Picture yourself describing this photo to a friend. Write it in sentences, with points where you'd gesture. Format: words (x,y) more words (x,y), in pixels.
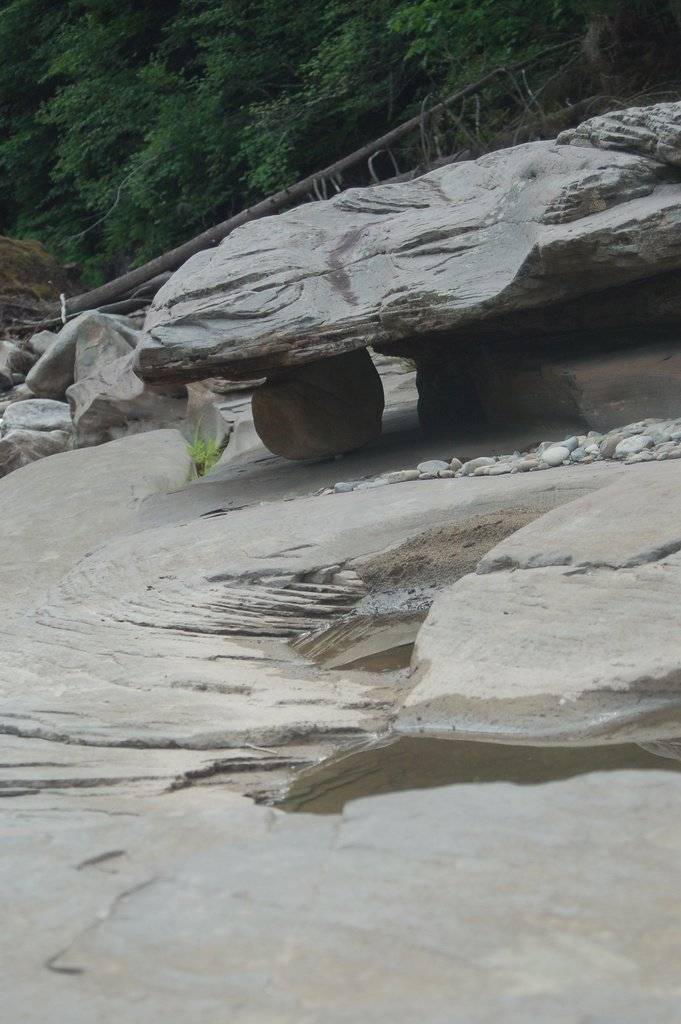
There are green color trees (294,158) and rocks (265,607).
